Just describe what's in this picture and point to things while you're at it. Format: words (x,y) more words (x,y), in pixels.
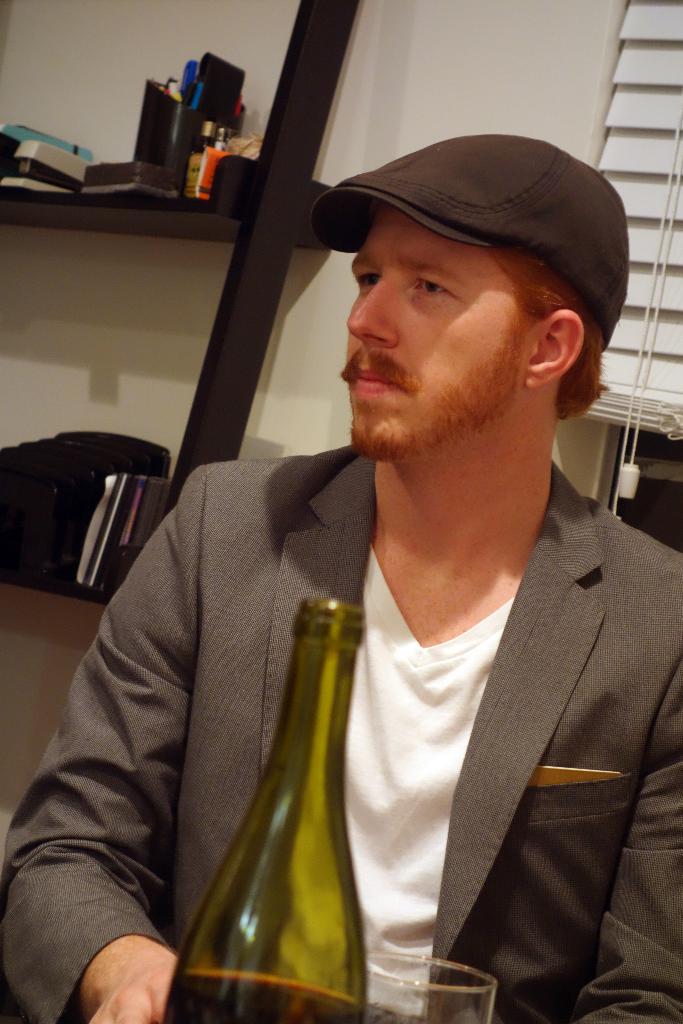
In the image we can see there is a man (405,689) and in front of him there is a wine bottle (292,974) and glass (403,964).
